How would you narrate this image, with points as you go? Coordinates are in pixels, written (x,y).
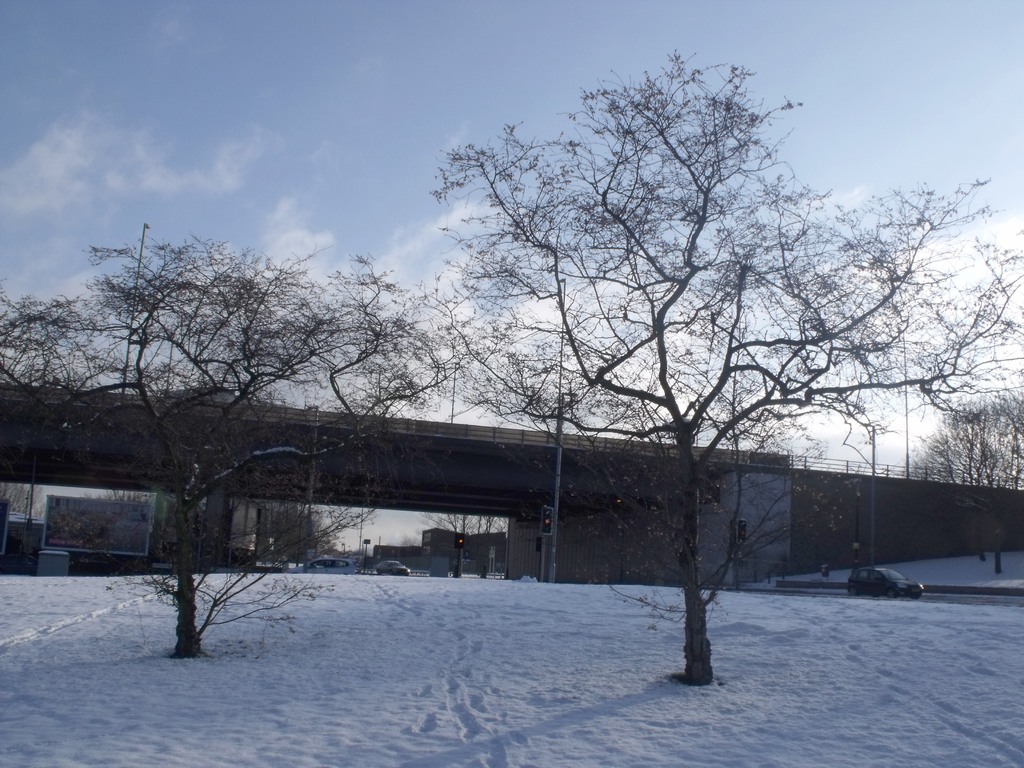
In the picture we can see a snow surface (518,693) on it, we can see two trees (690,515) which are dried and behind it, we can see some vehicle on the path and some poles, traffic lights (459,541) and behind it we can see a bridge (702,520) and in the background (188,142) we can see a sky (937,160) with clouds (856,272).
